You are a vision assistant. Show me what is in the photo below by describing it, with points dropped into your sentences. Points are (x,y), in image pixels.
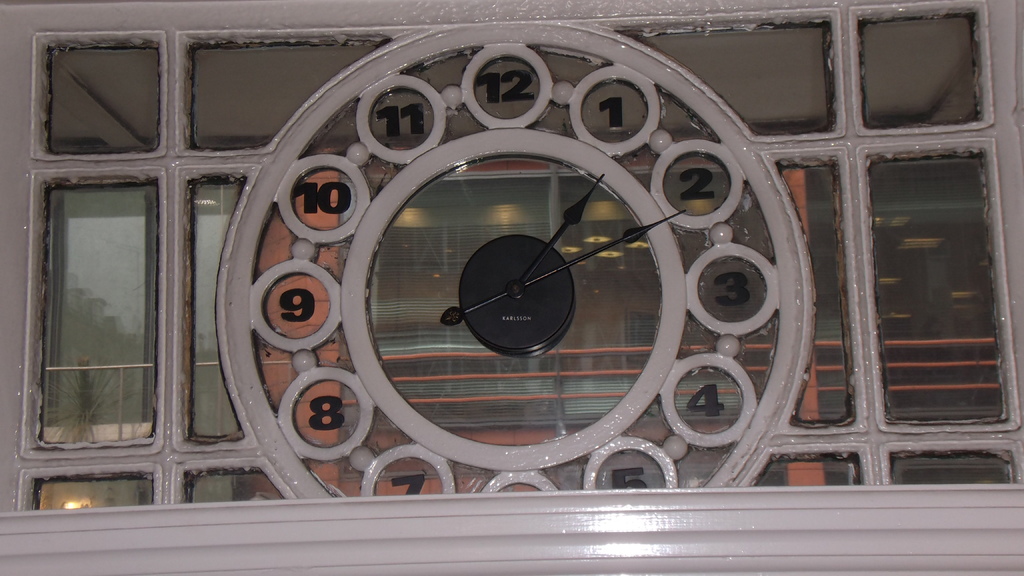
In this image there is a clock (417,313) and there is glass (327,144).
